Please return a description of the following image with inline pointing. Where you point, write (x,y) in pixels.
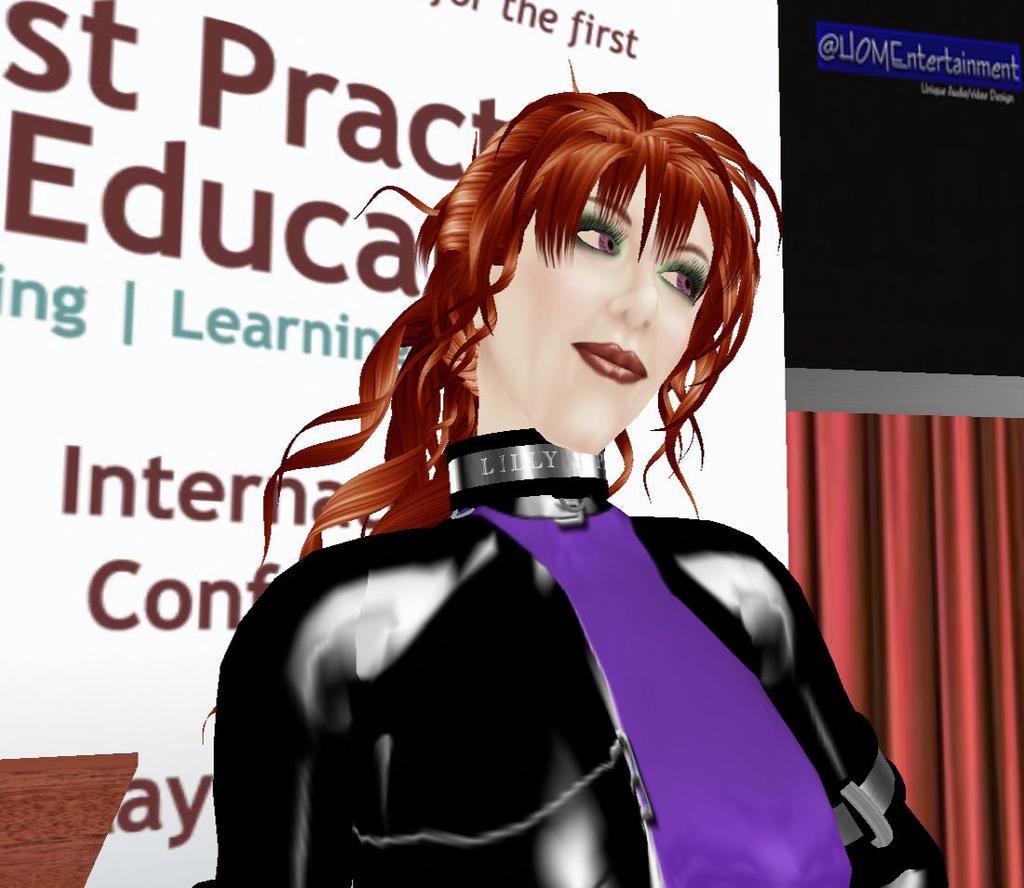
This picture is animated. We can see a lady (572,409) is present in the center of the image (545,470). In the background of the image (402,152) we can see some text (300,225) and curtain (919,537) are there.
